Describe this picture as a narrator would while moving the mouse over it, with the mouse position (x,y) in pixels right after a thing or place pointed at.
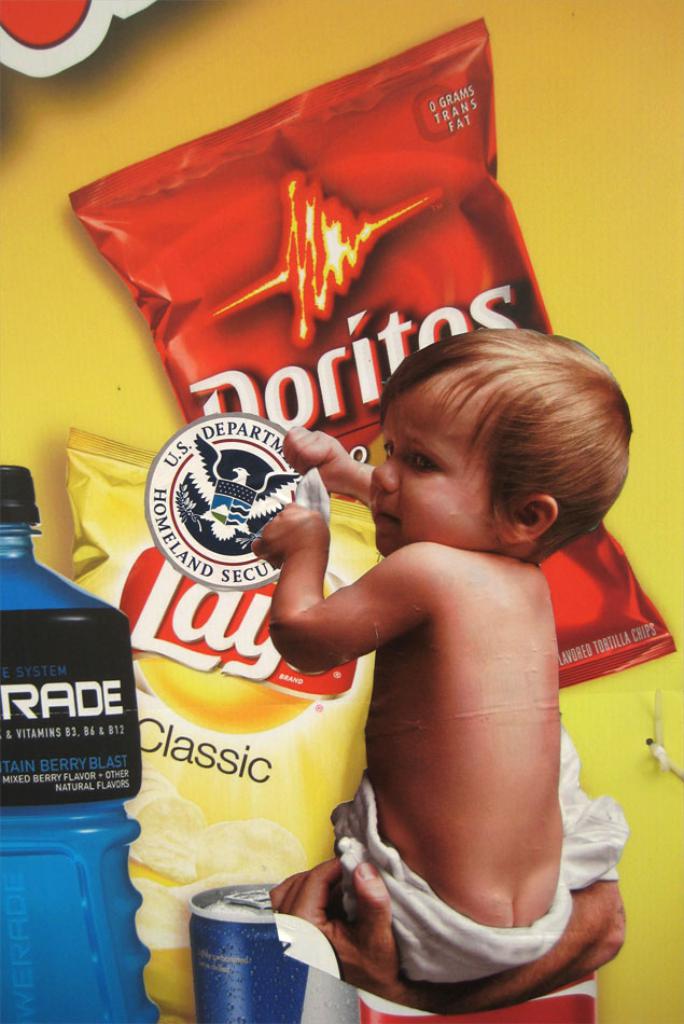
In this picture we can see a person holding a boy (486,899). This boy (393,878) is holding a circular object (257,428) in his hand (298,513). We can see chips packets(Lays (269,251) and Doritos),bottle (18,745) and a can (245,1014).
